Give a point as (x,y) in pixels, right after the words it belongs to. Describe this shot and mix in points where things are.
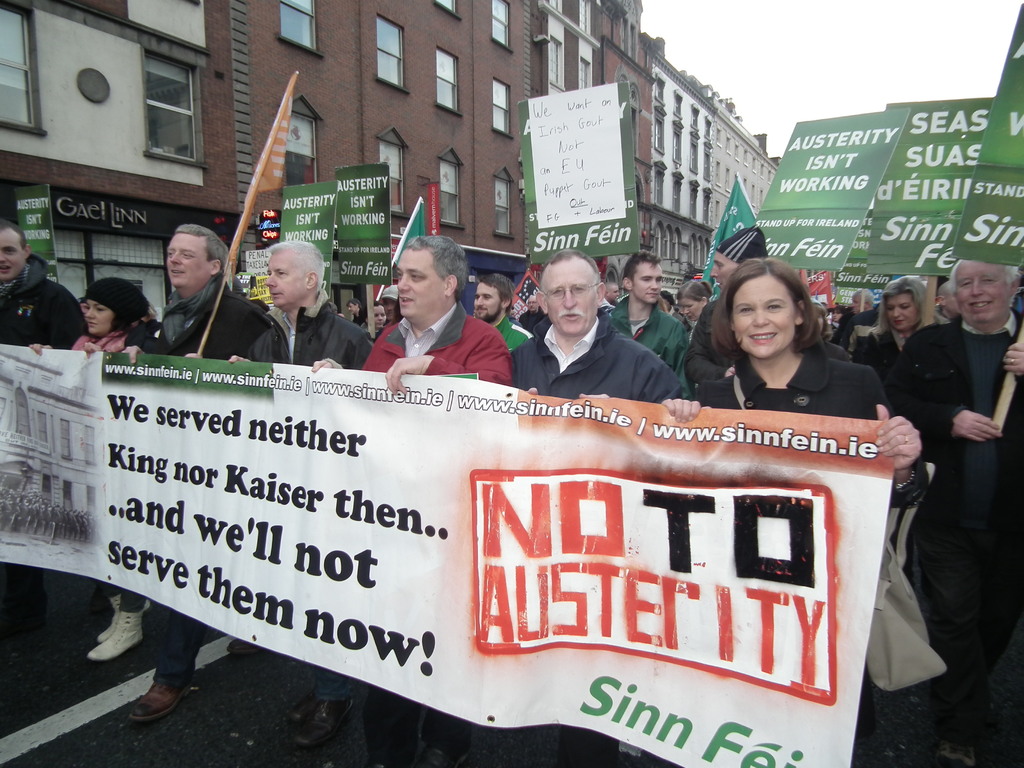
There are people (343,329) holding a flex (411,479) and posters (375,232) in the foreground area of the image (604,311), it seems like stalls (89,205), buildings (370,142) and the sky (717,21) in the background (860,70).
